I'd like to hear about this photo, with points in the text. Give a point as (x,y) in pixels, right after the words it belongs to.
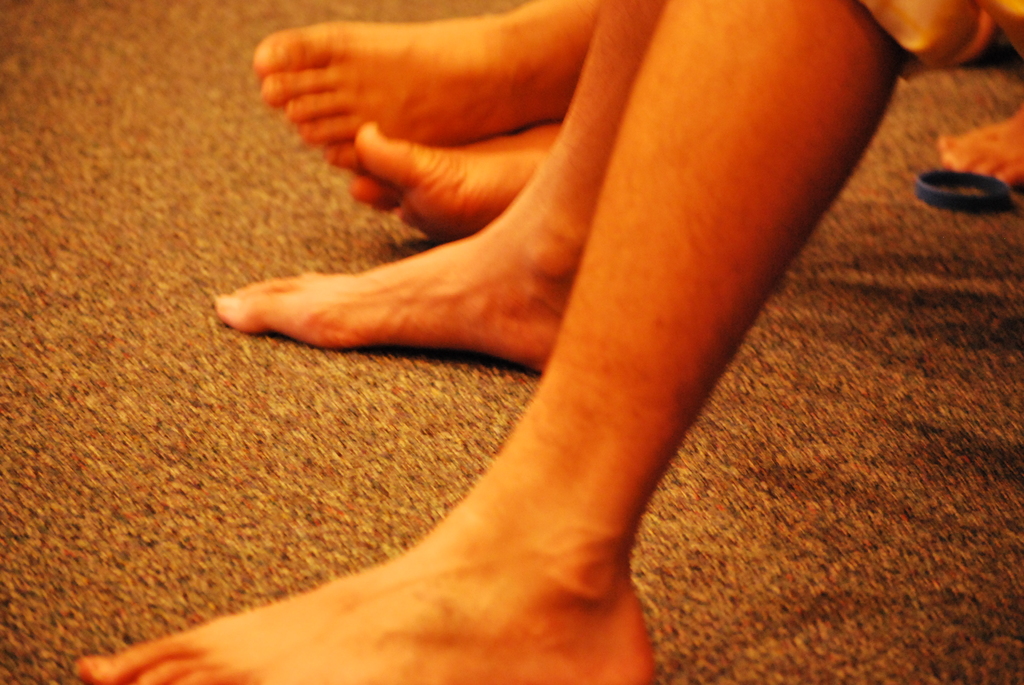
In this picture we can see legs (622,181) of three persons (816,89), on the right side (965,198) there is a ring (954,198).
